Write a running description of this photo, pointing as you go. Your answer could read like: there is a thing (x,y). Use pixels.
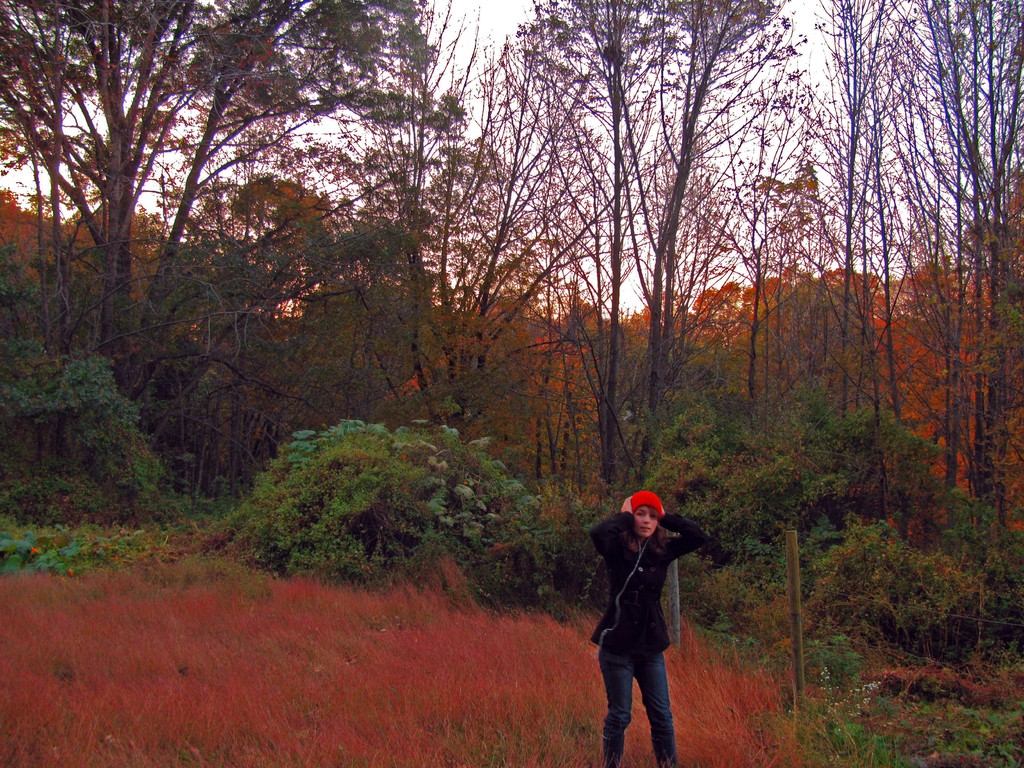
In this image in the center (655,506) there is a woman (634,636) standing. In the background (317,335) there are trees (358,344) and there are plants (551,478). On the ground (269,681) there is grass (228,668).
